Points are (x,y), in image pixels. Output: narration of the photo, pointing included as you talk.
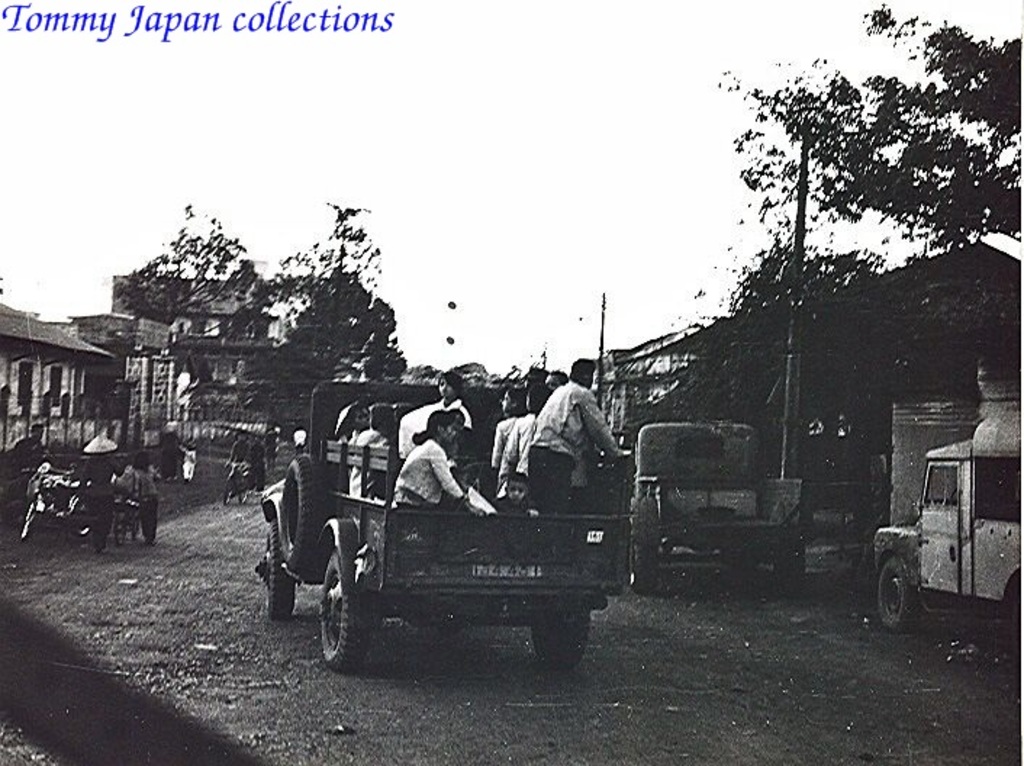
It is a black and white picture. In the image in the center (603,314), we can see trees (262,292), buildings (686,365), poles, vehicles (702,497) on the road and a few people (546,471) were sitting in the vehicle (482,439).
